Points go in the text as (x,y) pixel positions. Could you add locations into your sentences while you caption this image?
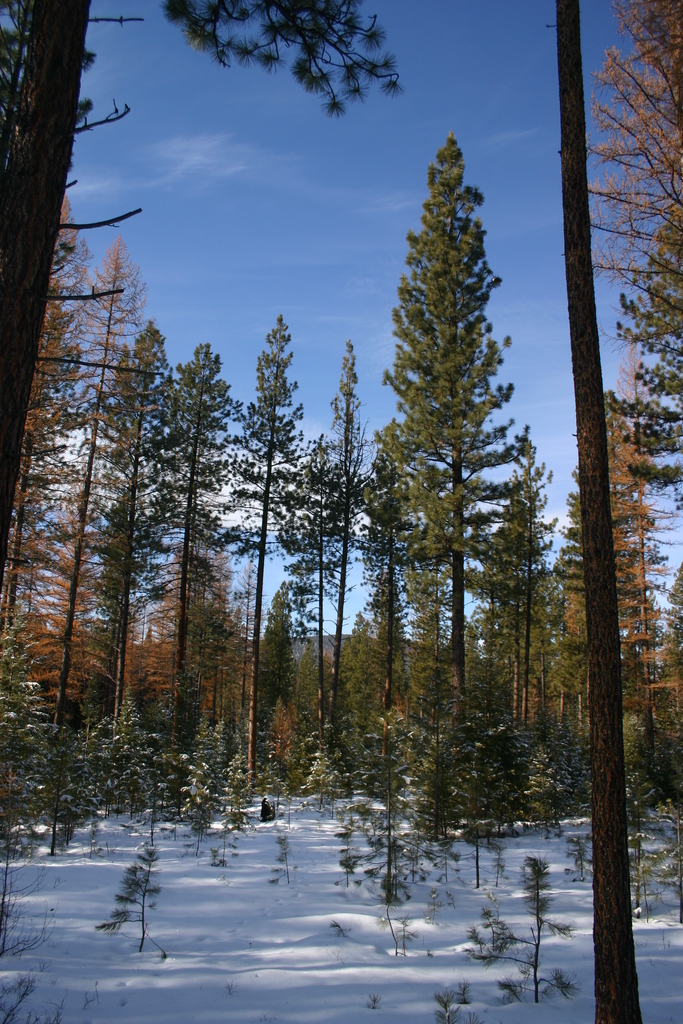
In this picture we can see many trees (249,656). In the background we can see mountain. On the top (229,114) we can see sky (377,145) and clouds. On the bottom (323,983) there is snow (291,906).
